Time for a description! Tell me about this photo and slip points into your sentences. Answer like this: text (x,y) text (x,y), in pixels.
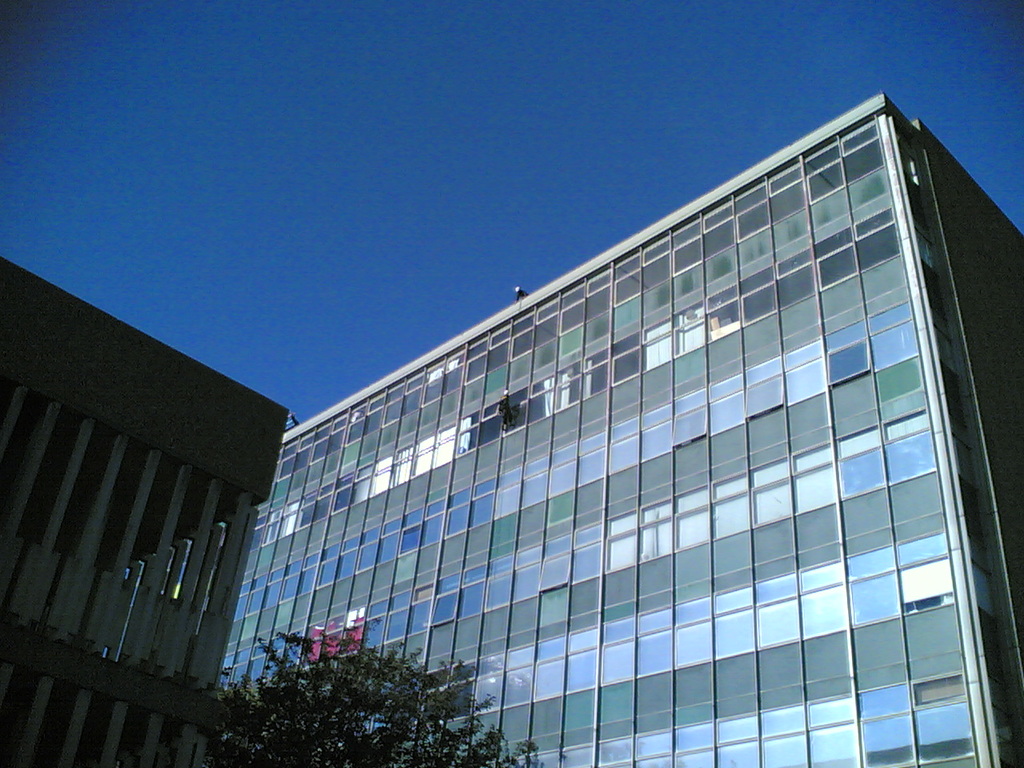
In this image we can see a building (175,536) with pillars (142,501) on the left side (160,490). There is another building (635,413) with glass walls (630,396). Also there is a tree (326,731). In the background (479,175) there is sky (515,119).
